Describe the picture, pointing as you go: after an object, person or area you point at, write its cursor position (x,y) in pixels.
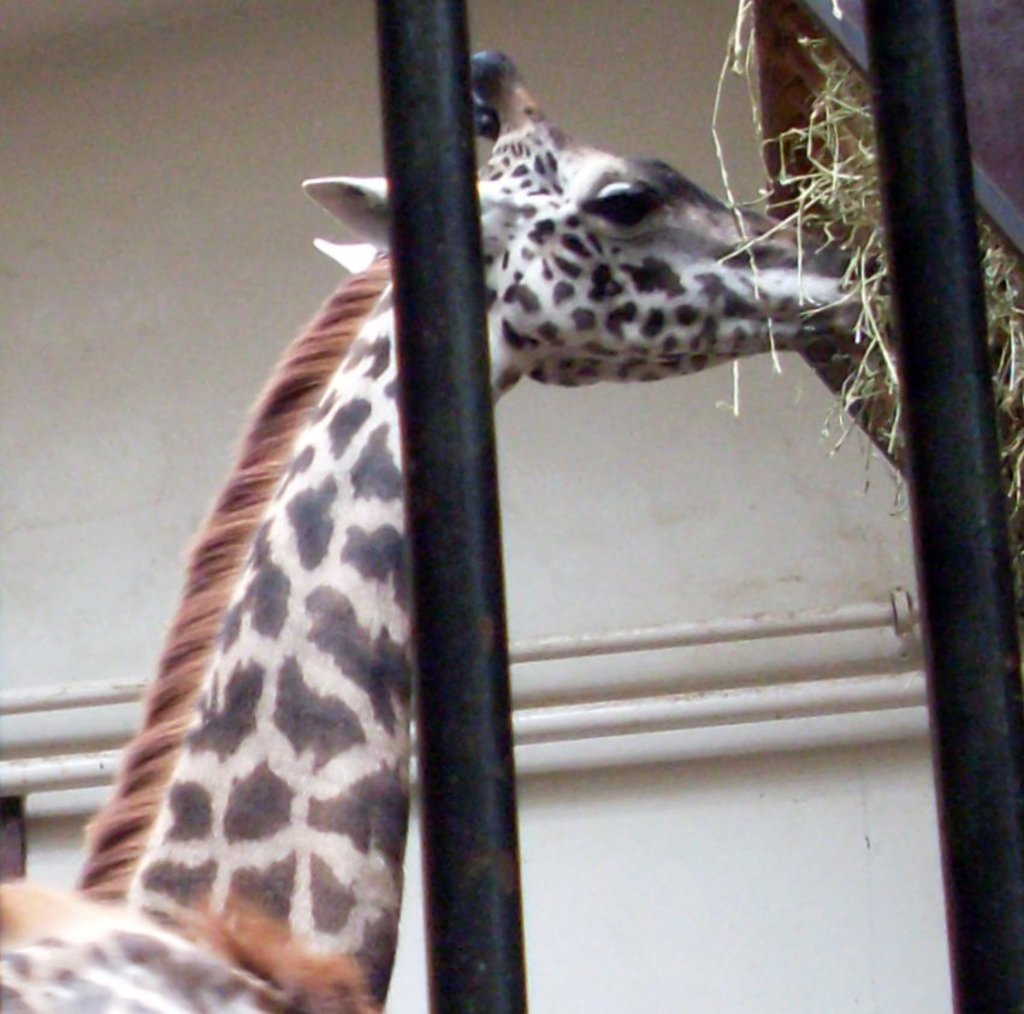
There is a giraffe (392,375), eating grass (866,172) which is in the basket (768,66), in a cage (919,29). In the background (202,395), there is a white wall (599,397) near white color pipes (779,692).
